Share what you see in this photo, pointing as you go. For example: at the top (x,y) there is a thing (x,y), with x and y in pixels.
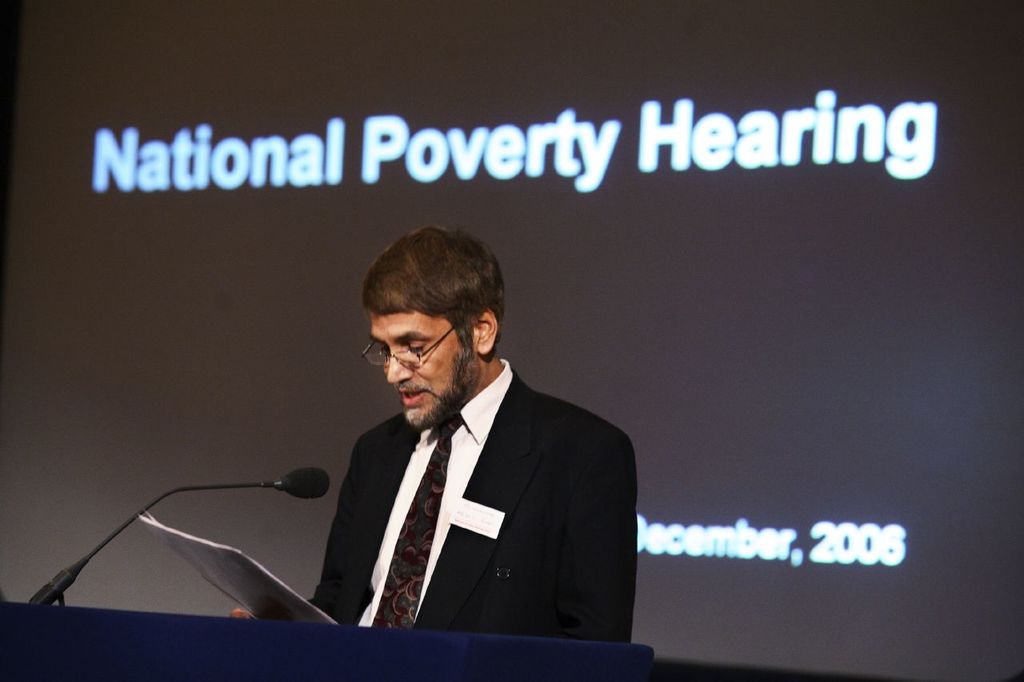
In the center of the image (393,331) we can see person (405,578) standing and holding paper (235,572) and standing at the desk (49,620). On the desk (357,671) we can see mic (130,521). In the background (87,335) there is screen (238,199).
